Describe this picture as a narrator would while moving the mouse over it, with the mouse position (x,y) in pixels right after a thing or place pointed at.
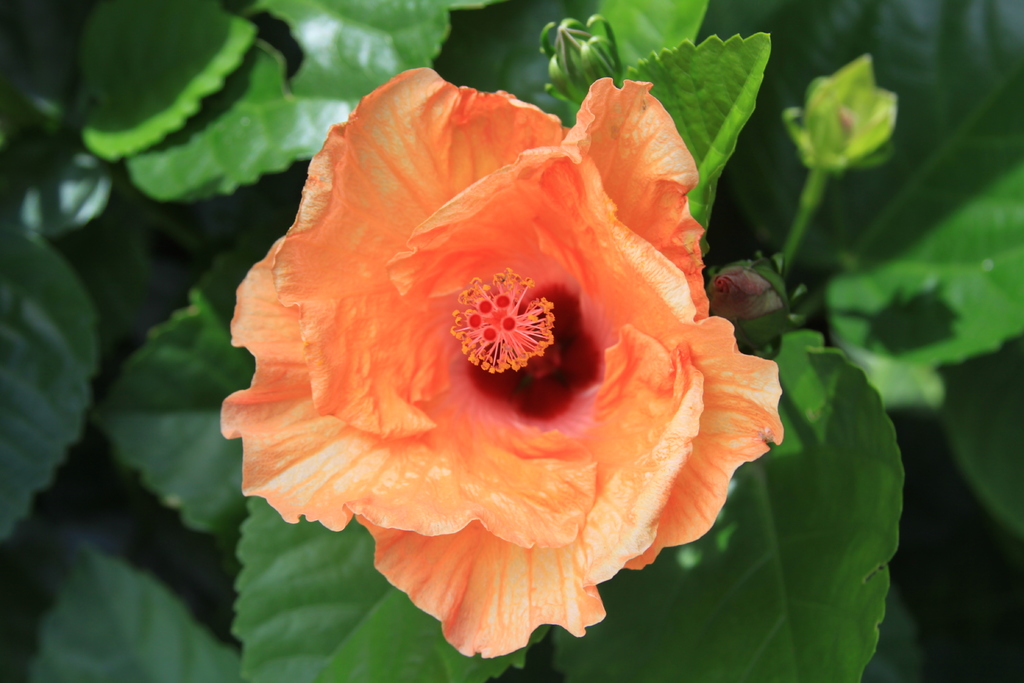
In the picture I can see a flower (528,429) which is in orange color and there are few green leaves (803,530) below it.
